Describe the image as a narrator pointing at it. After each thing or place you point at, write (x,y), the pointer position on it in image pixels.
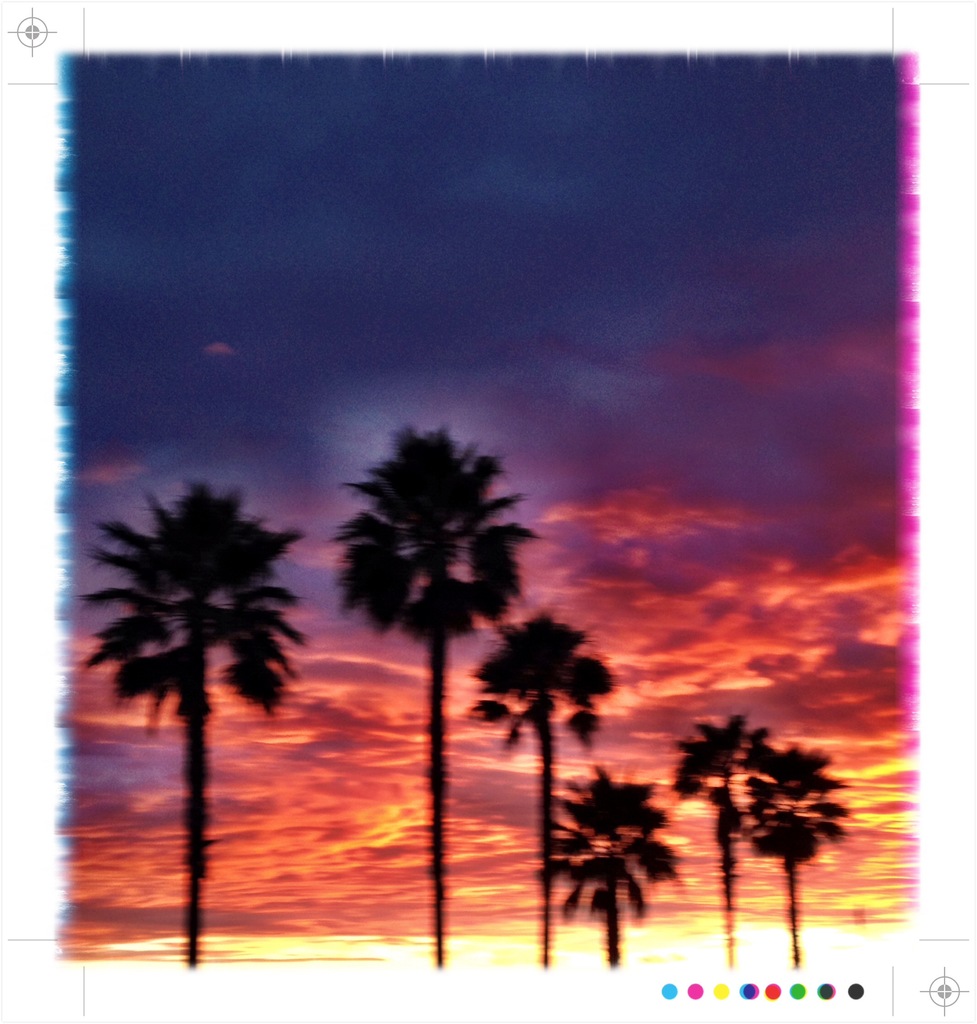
In the center of the image (529,643) there are trees (144,608). In the background (629,625) there is sky (583,358).
